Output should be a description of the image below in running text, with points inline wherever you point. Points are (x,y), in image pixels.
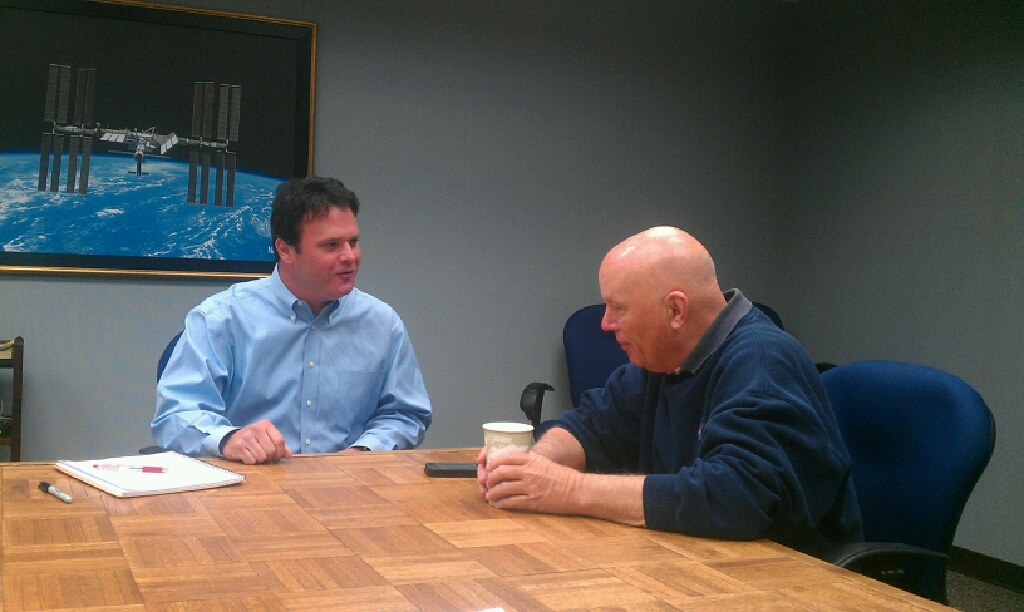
Here we can see two men (614,431) sitting on chairs (539,409) with table (727,544) in front of them, the man (525,471) on the right side (704,385) is carrying a cup (505,447) and the man (192,437) on left side (263,420) can be seen with a book (186,480) and pen (160,473) and behind him we can see a portrait (153,23) of a satellite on the wall (89,332).
